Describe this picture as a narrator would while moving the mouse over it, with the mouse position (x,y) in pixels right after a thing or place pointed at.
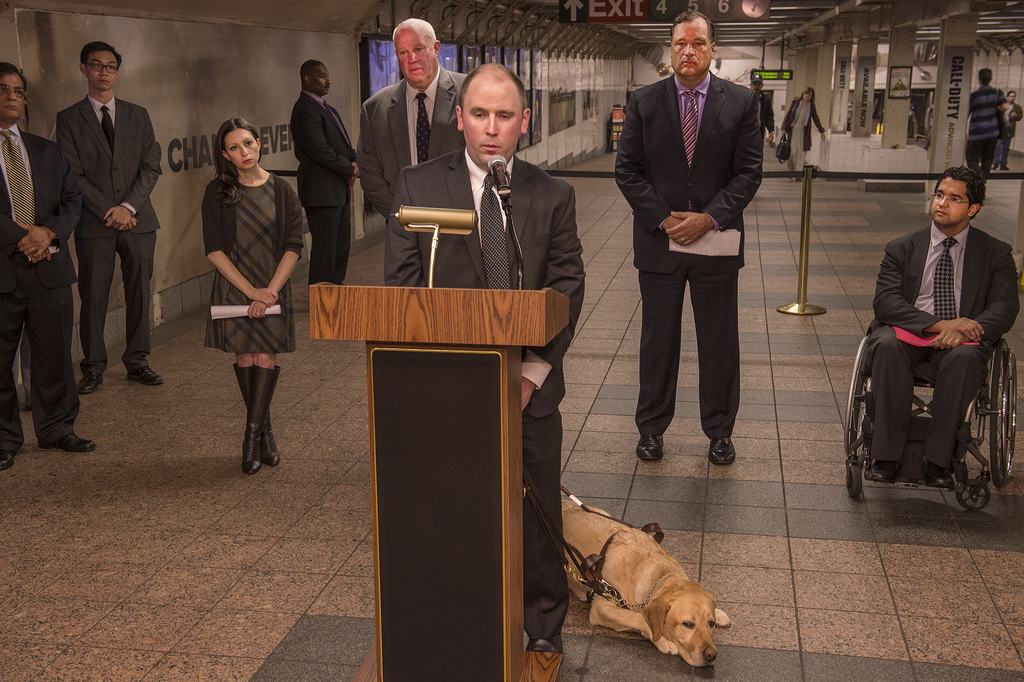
In this picture there is a person (396,266) who is standing at the center of the image (394,247), by holding a leash (617,596) of the dog (598,526) and there is a mic (497,182) and desk (540,295) in front of him, there are other people (109,214) those who are standing behind the man (480,98) it seems to be he is announcing.
